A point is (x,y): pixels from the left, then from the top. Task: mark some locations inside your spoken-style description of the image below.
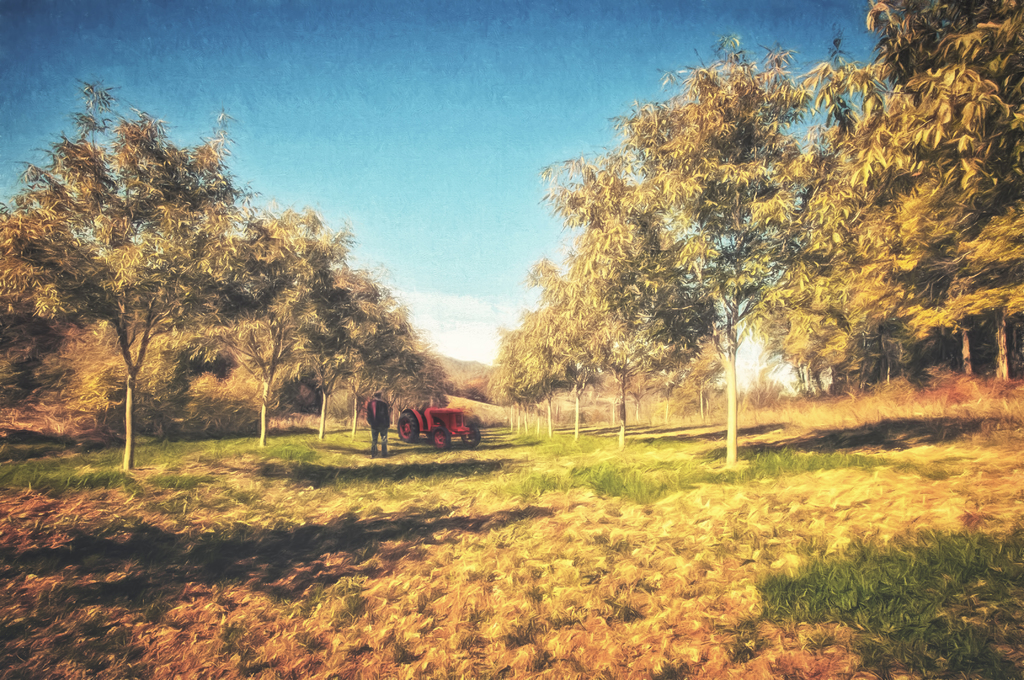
In this image we can see grass (715,568), trees (965,126), vehicle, and a person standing on the ground (579,504). In the background (429,134) there is sky (430,200) with clouds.
